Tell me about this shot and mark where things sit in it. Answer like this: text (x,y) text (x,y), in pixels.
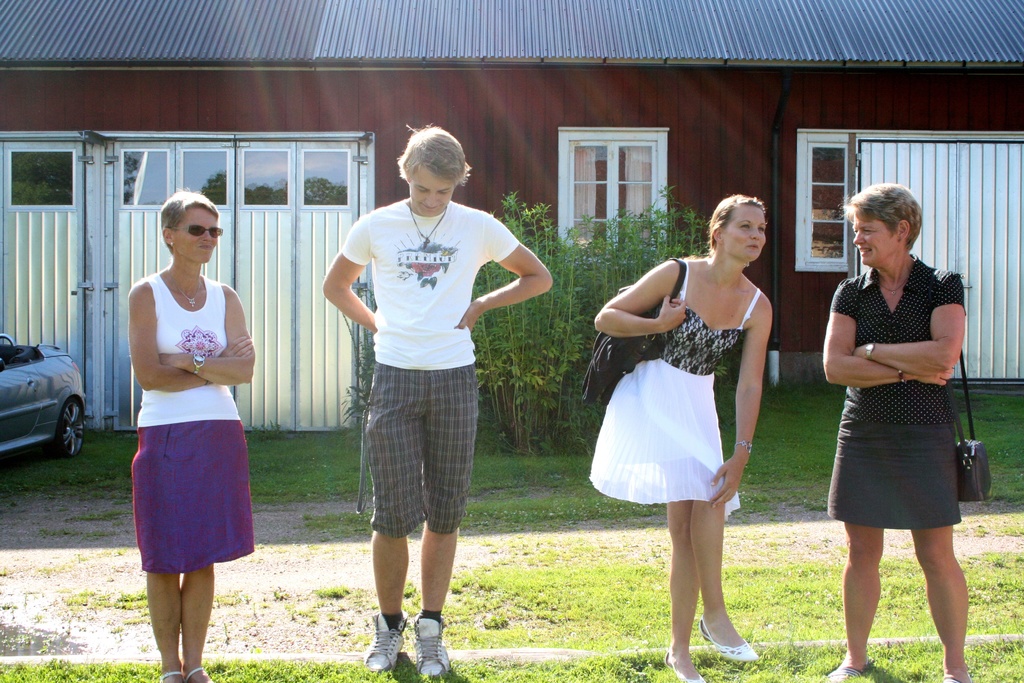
In this image in the center (461,338) there are group of persons (404,402) standing and smiling and there's grass (589,560) on the ground (598,555). In the background (18,408) there is a car (70,397), there are plants (619,265) and there is a house (273,129) and on the house (558,161) there are windows (610,172) and doors (229,214).
